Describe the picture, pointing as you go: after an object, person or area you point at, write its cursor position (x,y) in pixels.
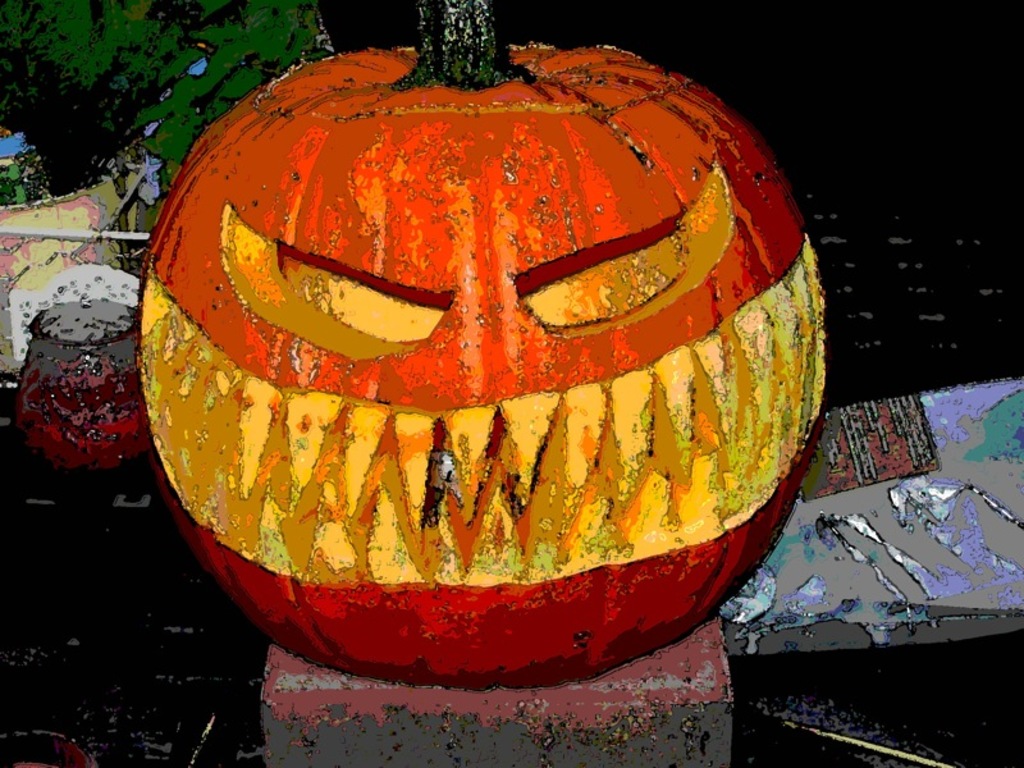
In the center of this picture (664,400) we can see a Halloween (506,341) and we can see many other objects (919,545) and this picture seems to be an edited image.
